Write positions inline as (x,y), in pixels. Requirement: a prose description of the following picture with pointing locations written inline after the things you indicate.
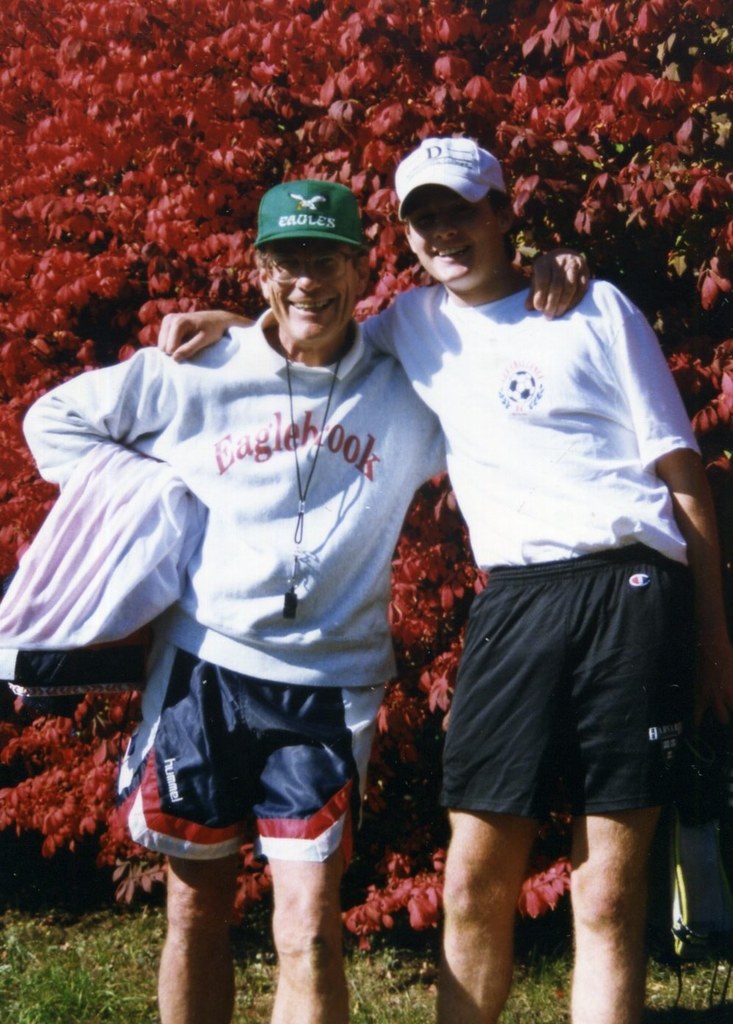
In this image we can see two persons (435,402) wearing dress (478,669) are standing on the ground (89,990). One person (258,820) is wearing a green cap (336,225) with spectacles (306,272). In the background (189,69), we can see a tree (306,3).
